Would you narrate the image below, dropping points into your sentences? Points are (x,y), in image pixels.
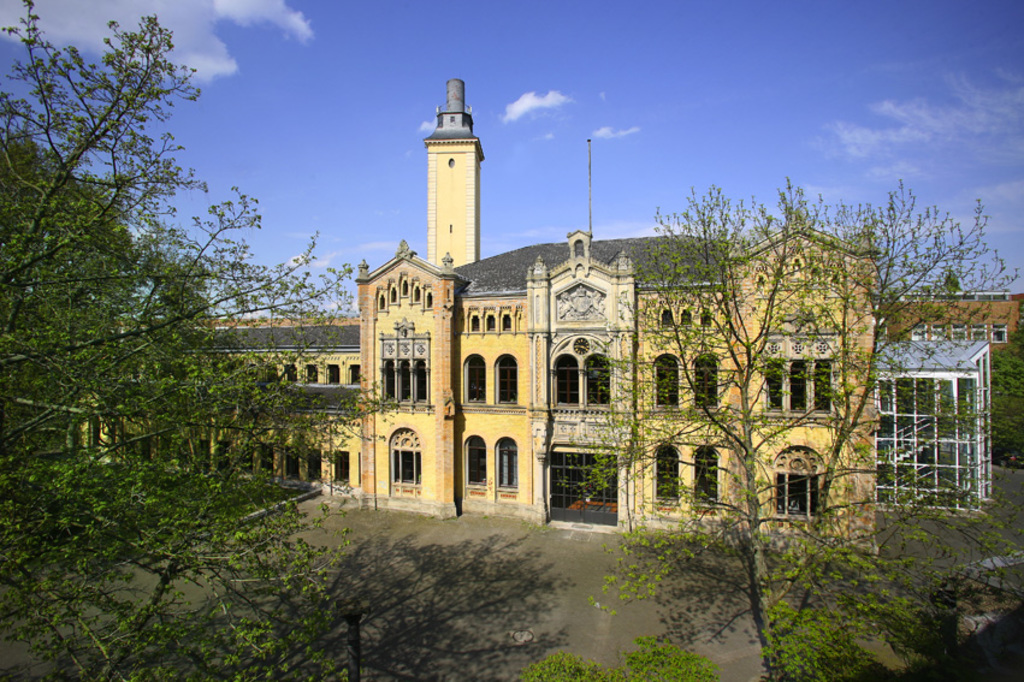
On either side of the picture, we see the trees (783,588). At the bottom (409,602), we see the road (478,614). In the middle of the picture (453,436), we see a building (475,384) in yellow color with a grey color roof (512,271). There are trees (765,341) and buildings (990,310) on the right side (899,318). At the top (447,53), we see the clouds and the sky (389,122), which is blue in color.
